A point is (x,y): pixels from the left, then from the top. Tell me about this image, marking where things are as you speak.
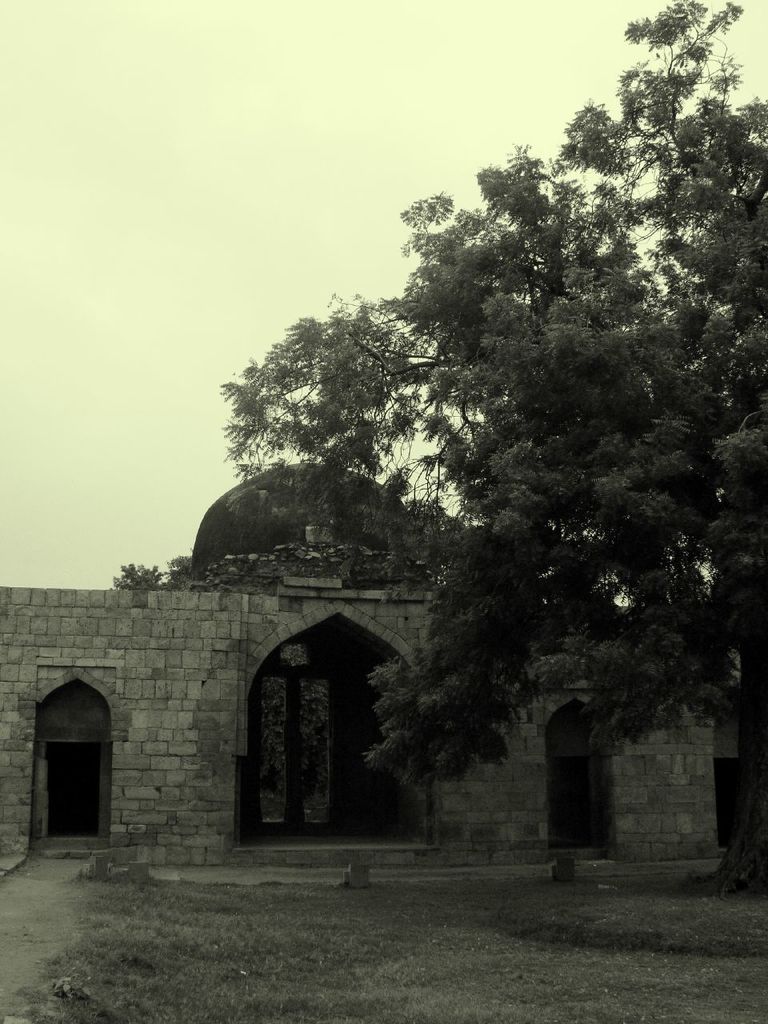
This image is taken outdoors. At the top of the image (170,210) there is the sky (479,142). At the bottom of the image (328,986) there is a ground (310,975). In the middle of the image (269,510) there is a building (180,681) with walls (154,768), doors (338,775) and a roof (285,534). On the right side of the image (614,498) there is a tree (469,378) with leaves (516,353), stems (575,370) and branches (689,484).
